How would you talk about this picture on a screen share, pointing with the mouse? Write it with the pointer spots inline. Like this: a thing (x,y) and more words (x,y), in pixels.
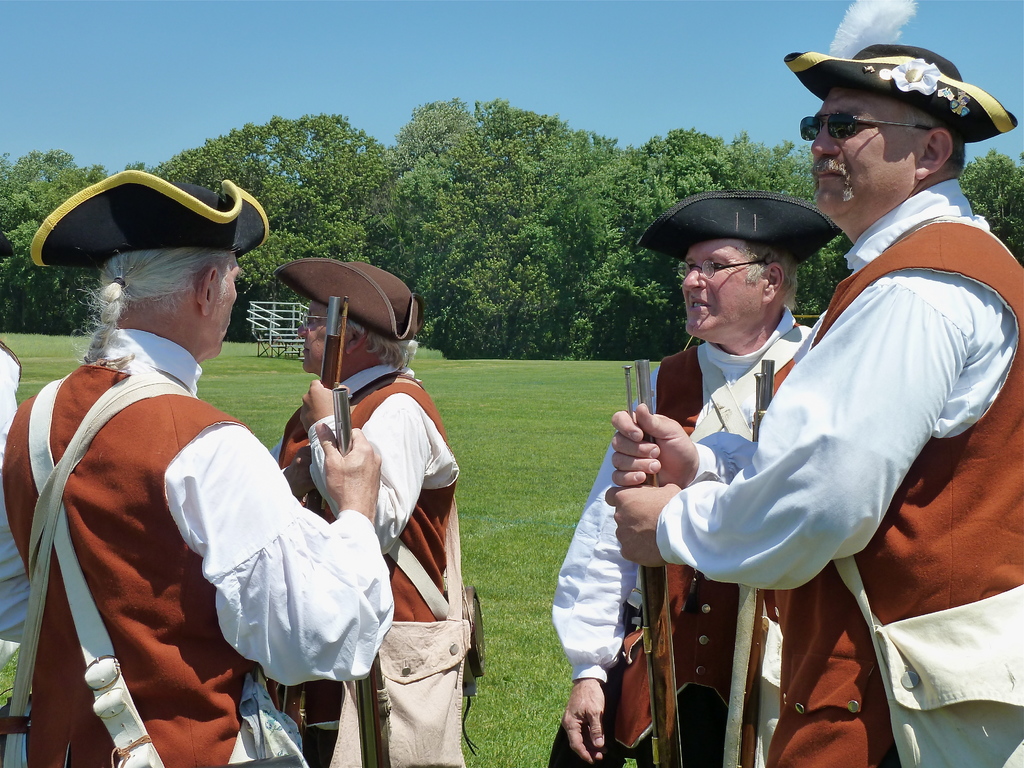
At the bottom of the image (623,592) few people (642,669) are standing and holding weapons (332,307). Behind them there is grass (30,356) and fencing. At the top of the image (992,182) there are some trees (823,294). Behind the trees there is sky (13,58).
